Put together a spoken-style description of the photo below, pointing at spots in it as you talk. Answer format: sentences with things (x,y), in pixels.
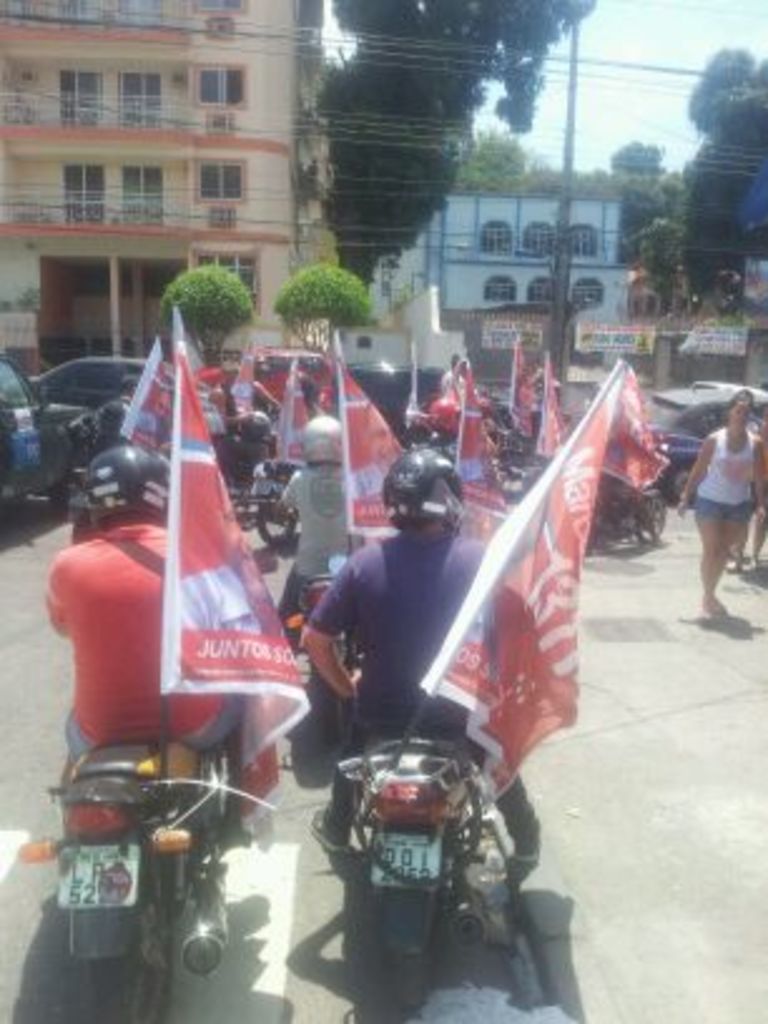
In this image there are group of persons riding a bikes (75,442) by holding a flag (565,619) and the background there is building (123,339), car (48,409), trees (385,223), buildings (265,298), banners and sky (724,15) covered with clouds (730,3).
